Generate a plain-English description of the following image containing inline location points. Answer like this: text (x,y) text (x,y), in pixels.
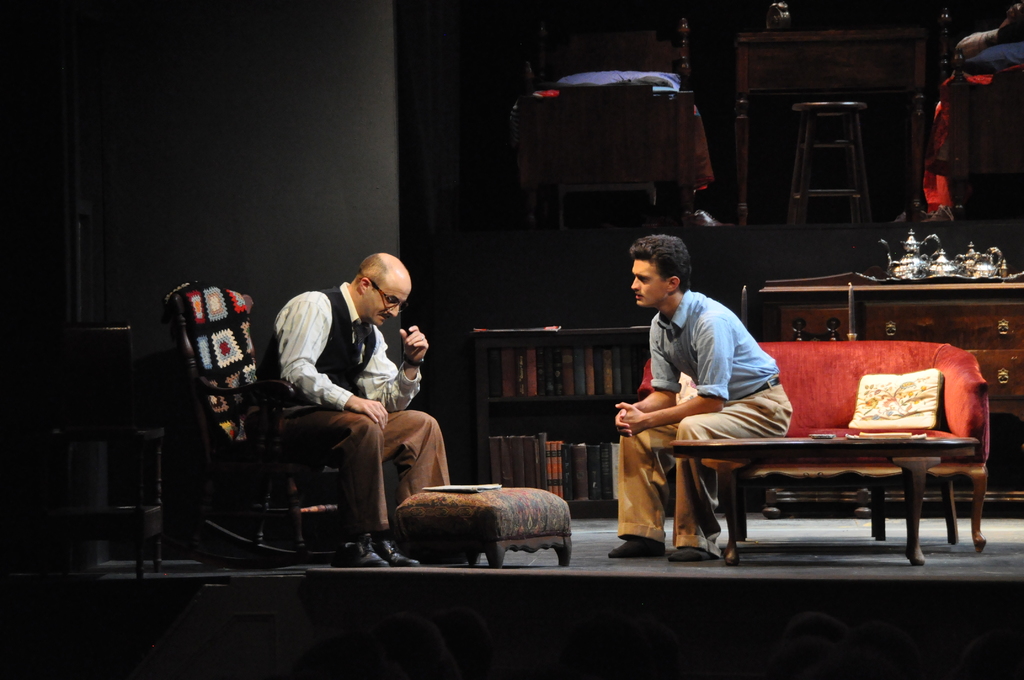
The two persons (756,422) are sitting in a room (808,394). One person (271,357) is sitting in a chair (261,416) and another person (705,424) is sitting in a sofa (810,381). There is a table (804,450). We can see in the background (867,267) there is a stool (803,197), another chair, wall (867,267) and some clothes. The person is wearing some black coat jacket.
